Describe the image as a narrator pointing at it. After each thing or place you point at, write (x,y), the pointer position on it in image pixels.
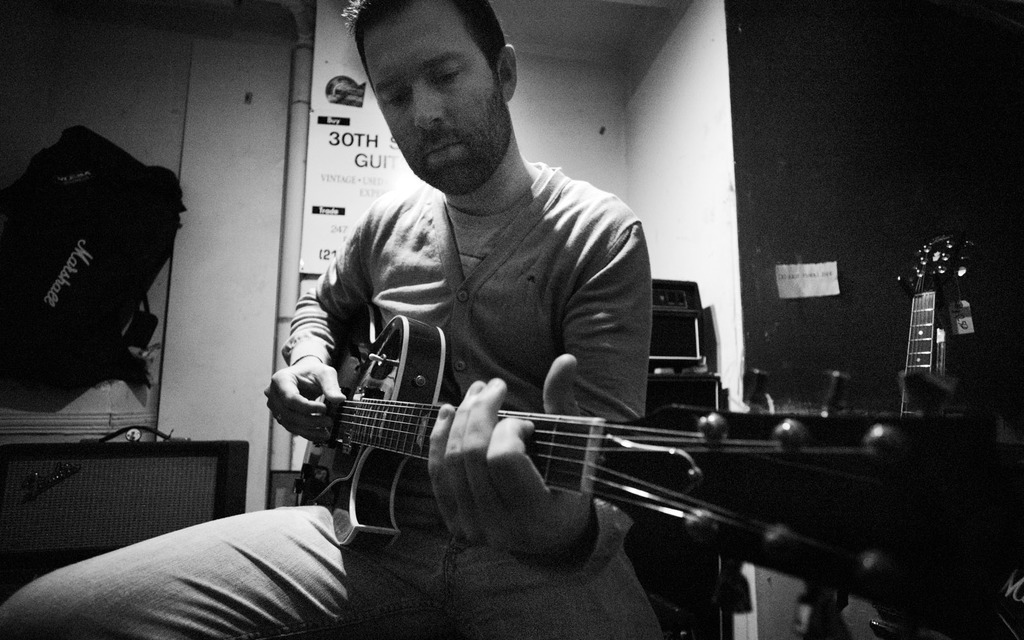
In this image I see a man (633,324) who is sitting and holding the guitar (356,493). In the background (179,317) I see the wall (685,95) and the bag (108,278).
